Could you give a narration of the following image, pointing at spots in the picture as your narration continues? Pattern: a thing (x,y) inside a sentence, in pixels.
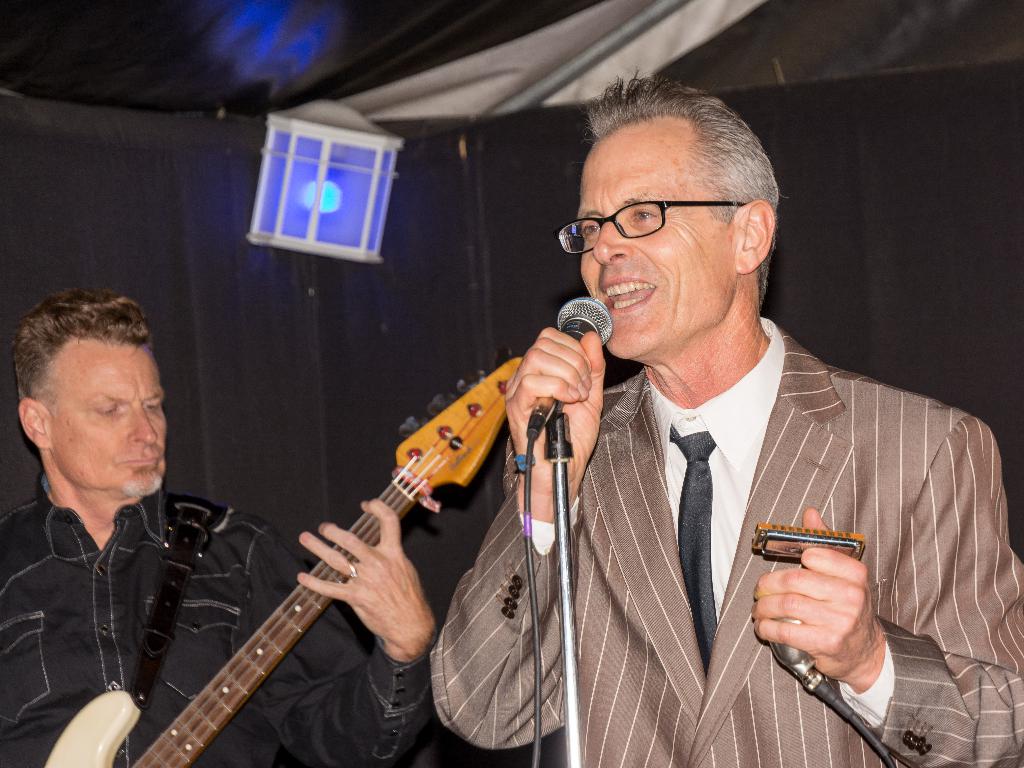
In this image, In the right side (868,689) there is a man (741,507) standing and he is holding a microphone (578,331) and he is speaking in the microphone (608,340) and in the left side (115,682) there is a man (147,610) standing he is holding a music instrument (296,615) and in the background (271,393) there are some black color curtains (399,279).
